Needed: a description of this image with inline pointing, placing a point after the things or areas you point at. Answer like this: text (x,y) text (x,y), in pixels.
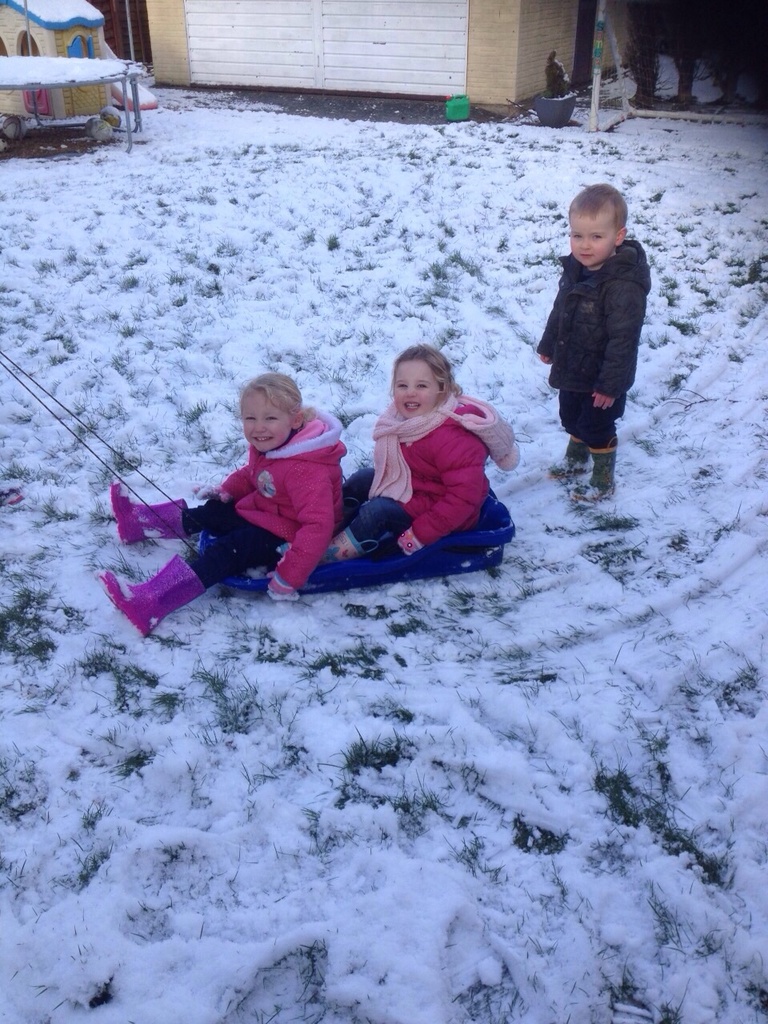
In this image, there are a few people (473,462). Among them, two people (414,483) are sitting on a blue colored object (445,548). We can see the ground (428,663) covered with snow (414,766) and some grass (201,284). We can also see a trampoline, a house (72,19) and the wall (563,41) with a white colored object (421,74). We can also see some objects (573,107). We can see some poles (714,113).
